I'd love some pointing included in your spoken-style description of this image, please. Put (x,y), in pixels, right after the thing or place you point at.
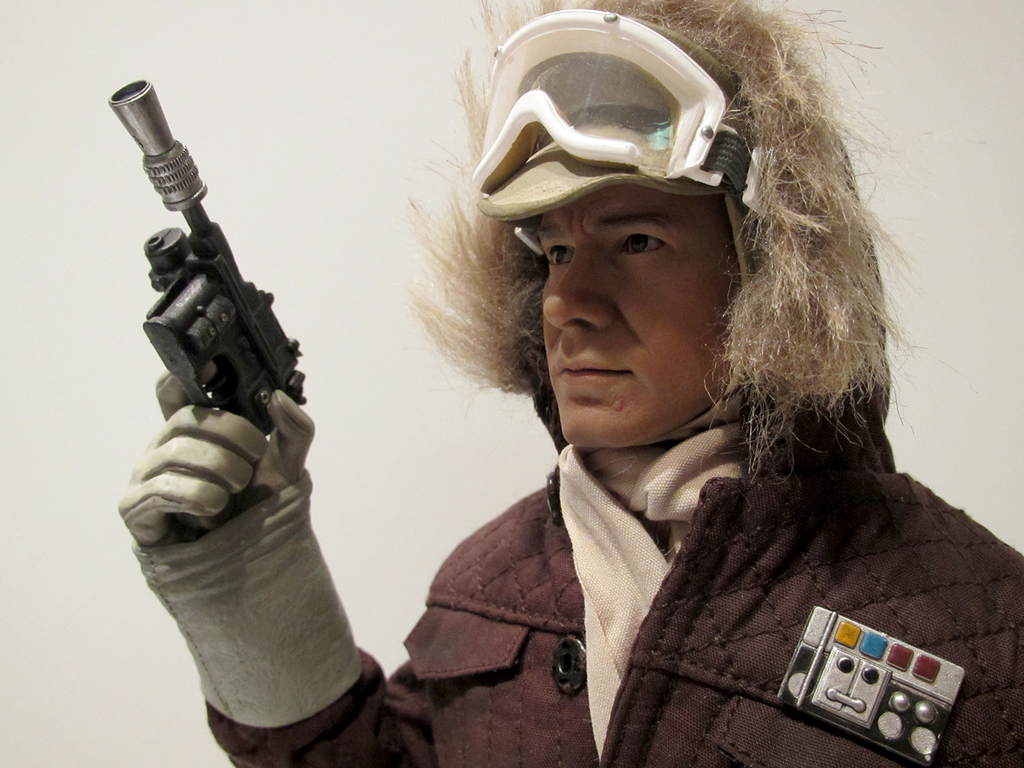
In this image we can see a person (721,508) and he is holding an object (268,374) in his hand (232,455). There is a white background (904,278) in the image.
